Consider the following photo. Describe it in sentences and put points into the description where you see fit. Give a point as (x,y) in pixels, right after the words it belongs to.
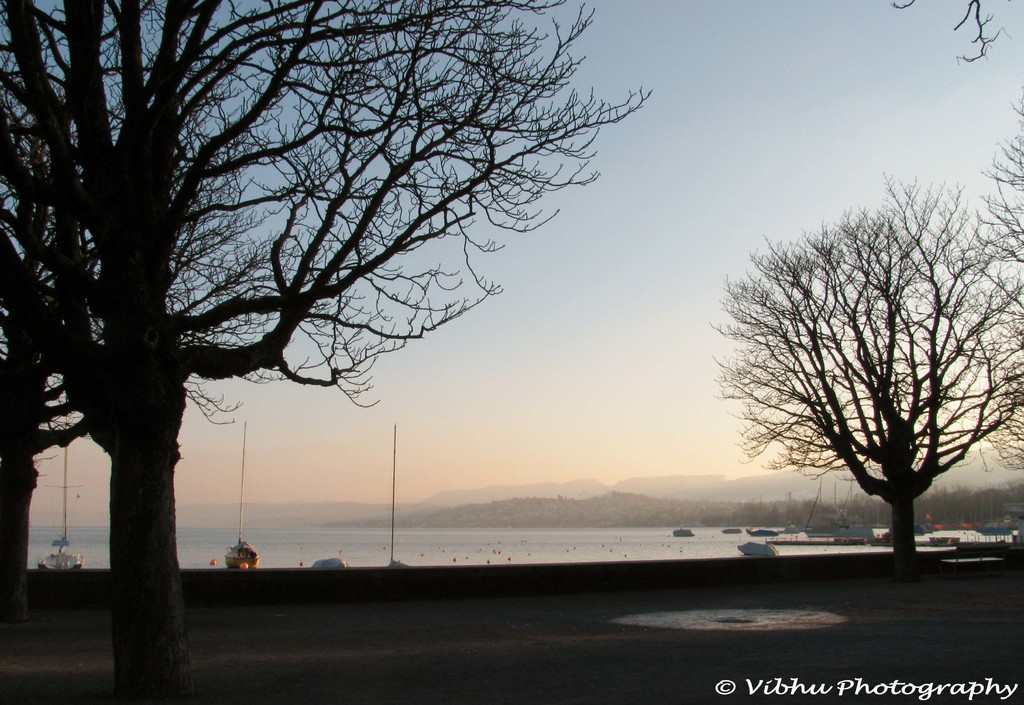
This picture consists of a road (633,622), on the road (738,664) I can see trees (120,509) and there is a water (642,533), poles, the hill (513,510), the sky (627,472) visible in the middle (522,422) and there is a text (849,684) at the bottom (869,695).
